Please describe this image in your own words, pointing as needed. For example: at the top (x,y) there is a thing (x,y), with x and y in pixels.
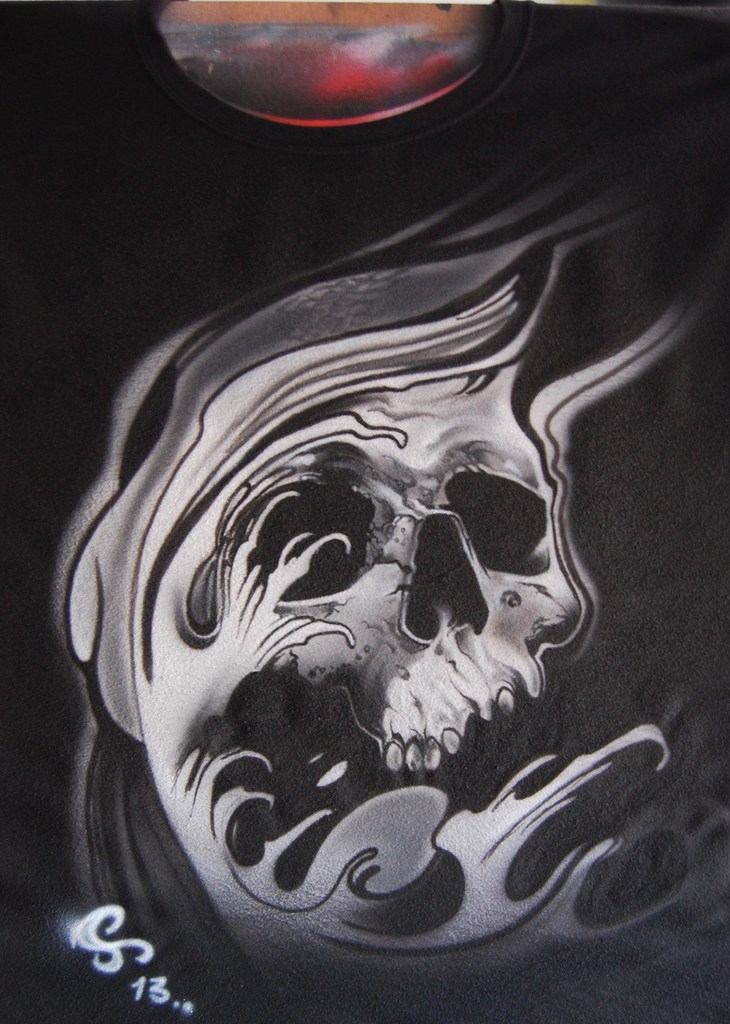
In this image we can see a painting (468,575) of a skeleton (463,716).
